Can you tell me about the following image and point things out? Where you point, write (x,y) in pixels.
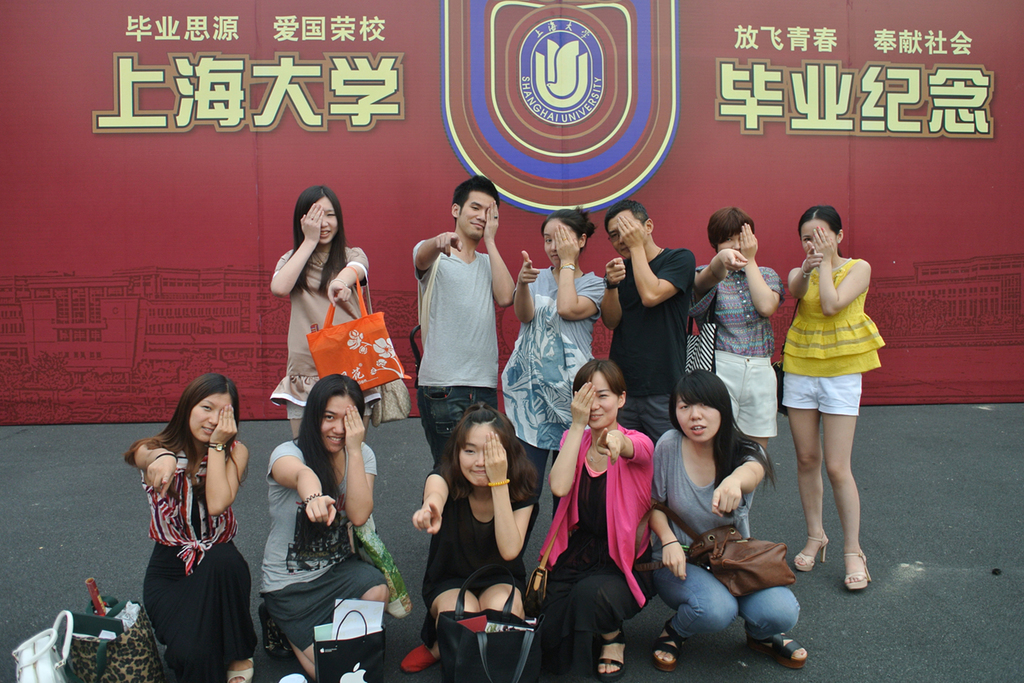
This picture is of the outside in which group of persons (488,280) are standing one next to another and closing their one eye (311,223) with the help of their hand (312,236) and in the foreground (222,444) there are five women (630,522) squatting and in that four of them are closing their one eye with the help of their hand (231,434). There are some bags (130,640) kept on the ground (390,657). In the background (437,74) there is a Banner (212,163) on which a Logo of University (560,82) is printed.
